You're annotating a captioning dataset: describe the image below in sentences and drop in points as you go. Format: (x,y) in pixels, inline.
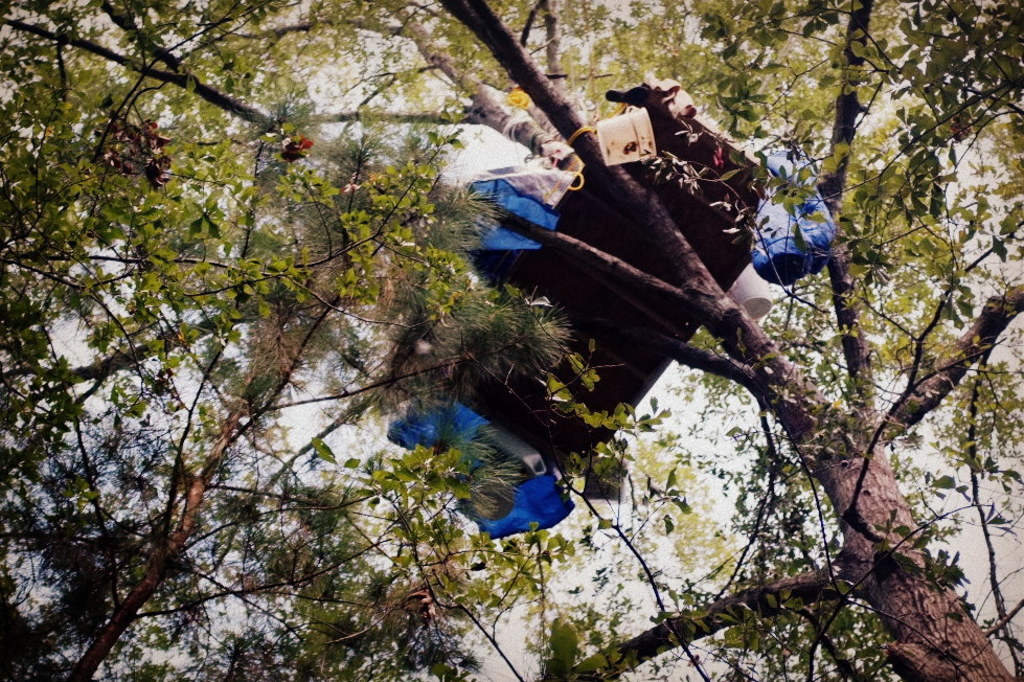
In this image in the center (589,426) there is some object (562,284) on a tree (695,287) and it looks like a bed (581,336), and some bucket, plastic covers (551,175) and there are some trees (754,347). And in the background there is sky (732,399).
